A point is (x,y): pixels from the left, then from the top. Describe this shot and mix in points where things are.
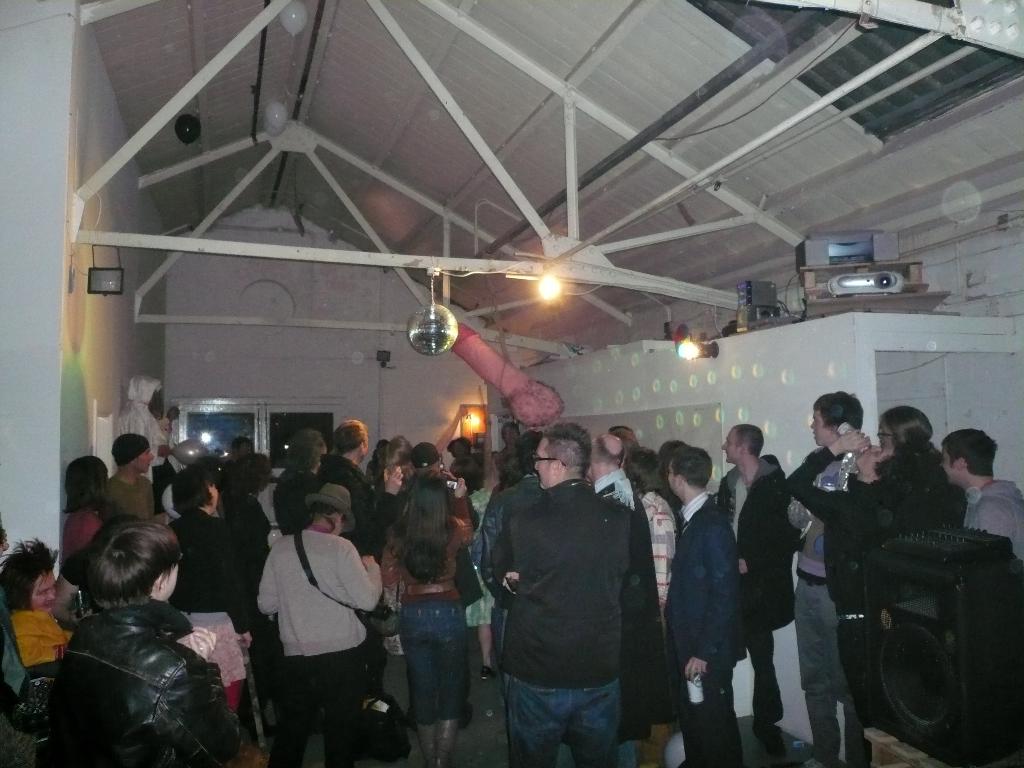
A group of people (445,504) are standing, in the middle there is a light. At the top (499,109) it's a roof (481,87).
